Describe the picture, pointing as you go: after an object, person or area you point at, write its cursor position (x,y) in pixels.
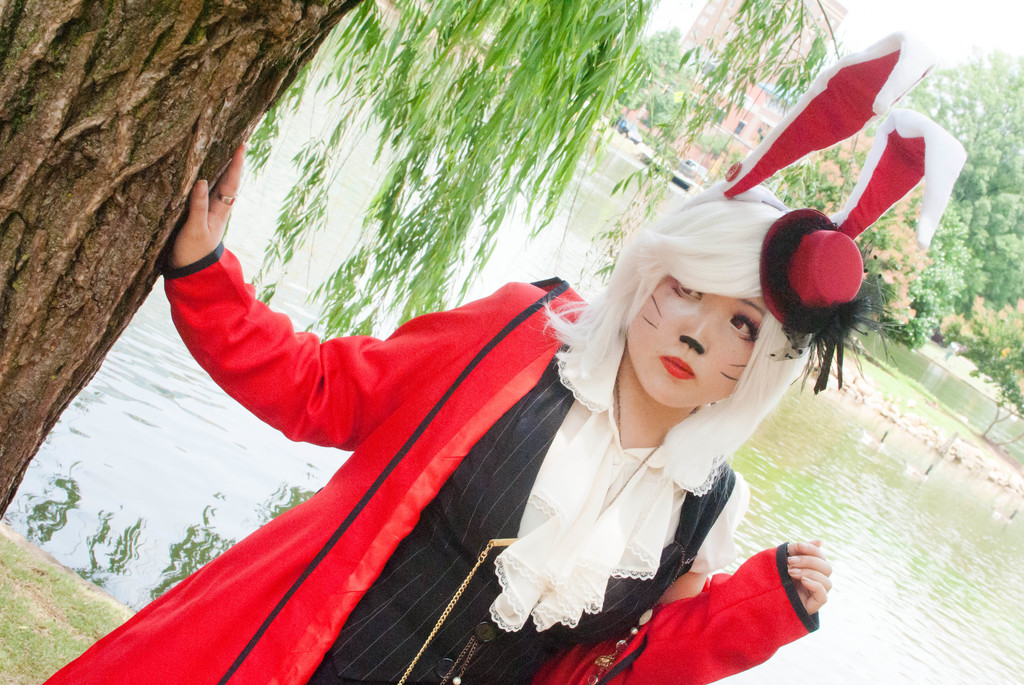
In this image we can see a woman (468,460) standing and wearing a jacket (348,415), there are some trees (588,72), vehicles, water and a building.
